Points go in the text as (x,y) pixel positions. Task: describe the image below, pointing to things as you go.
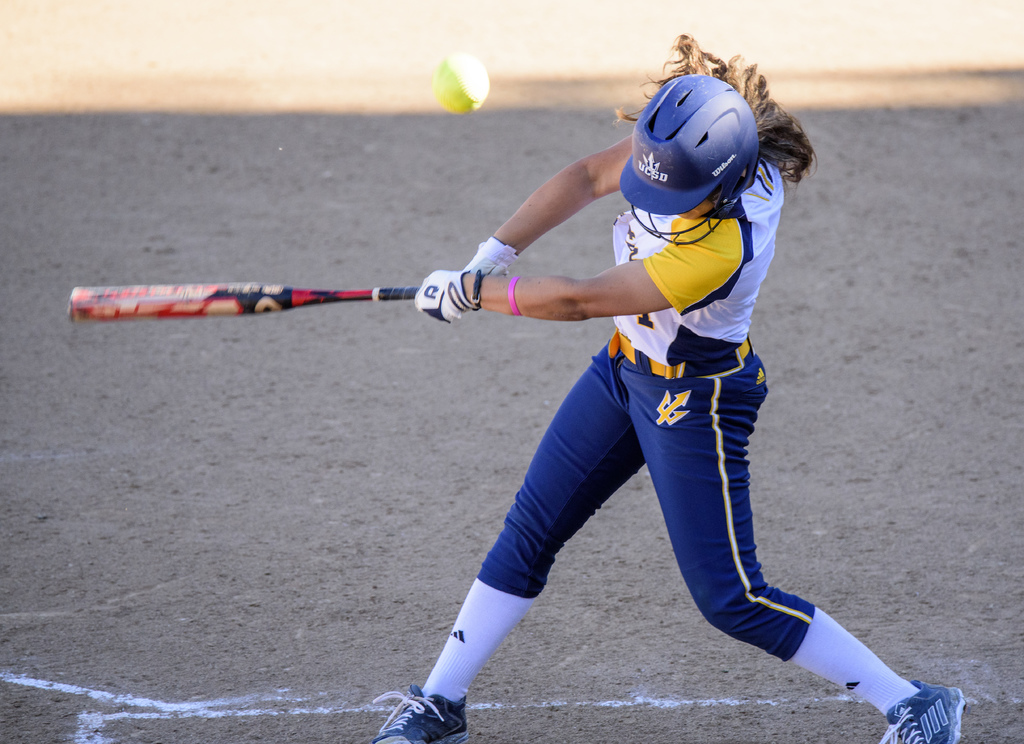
In this image I see a person (664,382) who is wearing jersey (723,287) and I see that the person (543,288) is holding a bat (197,316) which is of black and red in color and I see the ground (312,347) on which there are white lines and I see the ball (488,74) over here which is of green in color.
